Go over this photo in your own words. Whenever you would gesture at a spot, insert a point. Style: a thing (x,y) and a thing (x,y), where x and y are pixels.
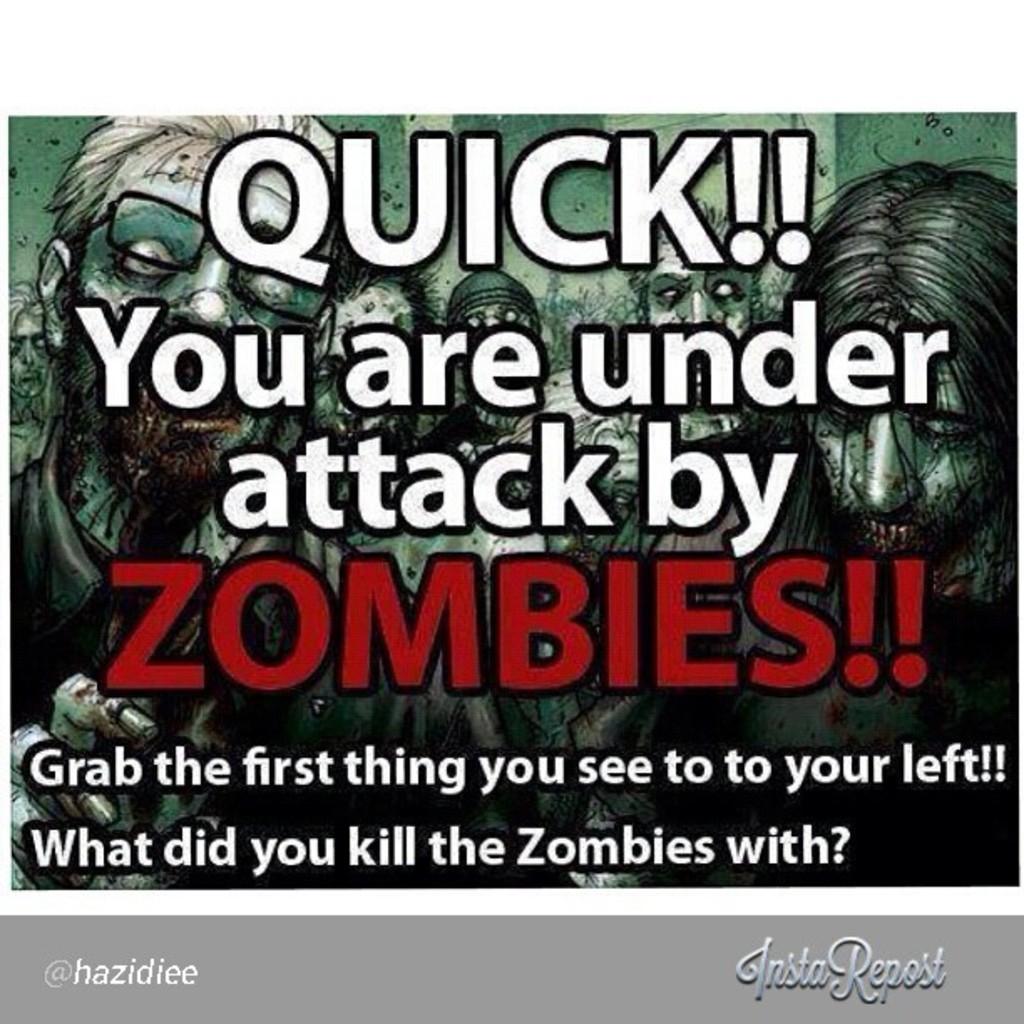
In this image I can see the animation picture in which I can see few zombies (320,416) and something is written on the picture.
